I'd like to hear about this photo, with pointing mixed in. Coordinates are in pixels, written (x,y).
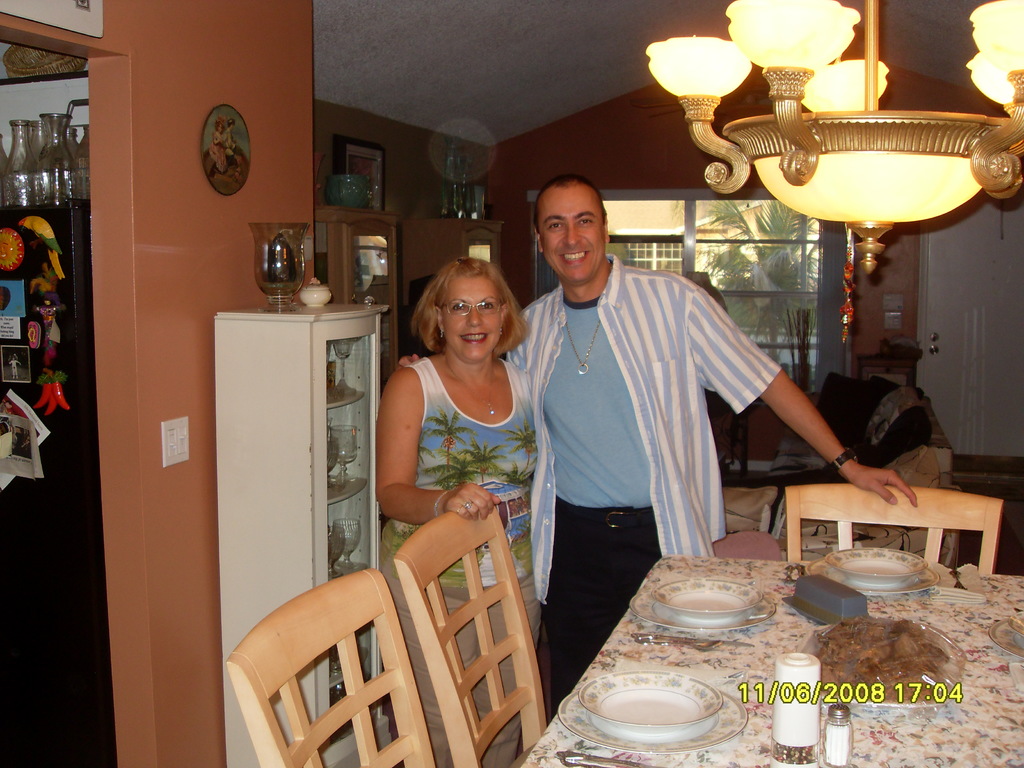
This picture shows a woman (419,505) and a man (687,455) standing with a smile (474,333) on their faces (539,243) and we see few plates (626,738) on the dining table (1004,606) and few chairs (961,527) and we see a light (733,62).
